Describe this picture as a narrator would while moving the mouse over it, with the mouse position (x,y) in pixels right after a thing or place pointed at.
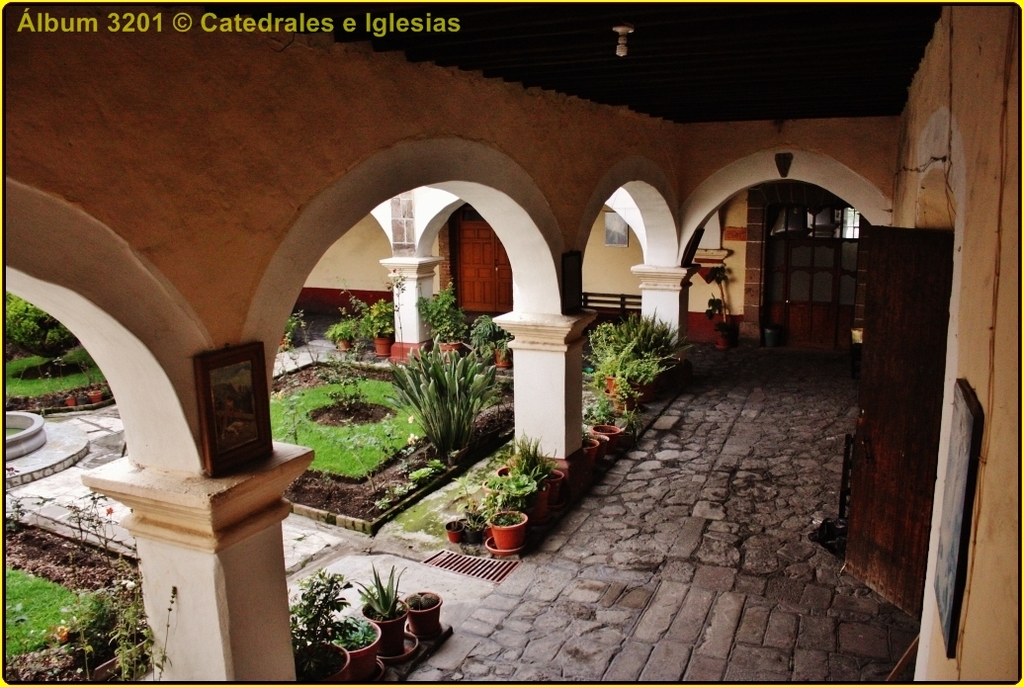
At the bottom (687,505), we see the pavement (610,609). On the left side (255,576), we see a pillar (224,505) on which a photo frame (220,398) is placed. Beside that, we see the flower pots (322,654), plants (106,660) and the grass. In the middle (454,441), we see the flower pots (493,516) and plants (399,400). On the right side (972,329), we see a door (950,279) and a wall (959,290) on which a photo frame (954,583) is placed. In the background (463,306), we see the pillars (412,292), door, wall (627,272) and the plants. At the top (764,81), we see the roof (778,86) of the building (609,105).
